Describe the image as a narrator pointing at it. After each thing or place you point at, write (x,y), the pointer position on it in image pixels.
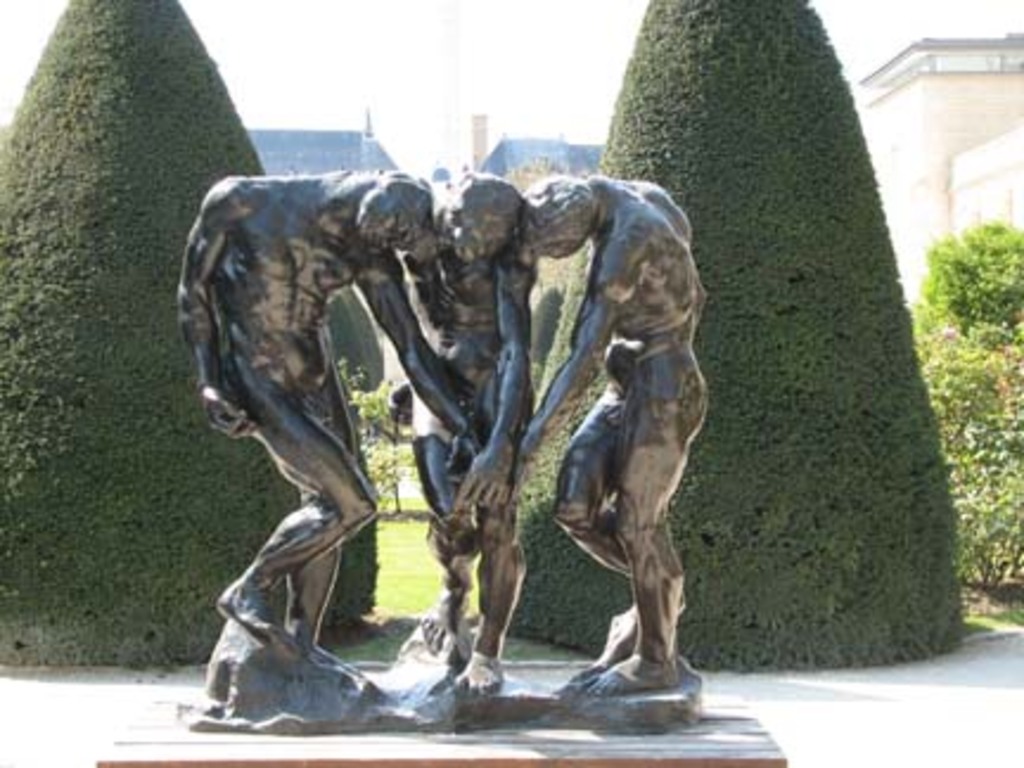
In this image there is the sky (532,32) towards the top of the image (498,19), there are buildings (359,145), there is a building (950,104) towards the right of the image (976,94), there are plants (788,195) towards the right of the image (968,300), there are plants (722,107) towards the top of the image (84,159), there is grass (408,547), there is ground (908,725) towards the bottom of the image (937,727), there is a sculpture (439,373) of men (605,678) on a wooden surface (161,739).
